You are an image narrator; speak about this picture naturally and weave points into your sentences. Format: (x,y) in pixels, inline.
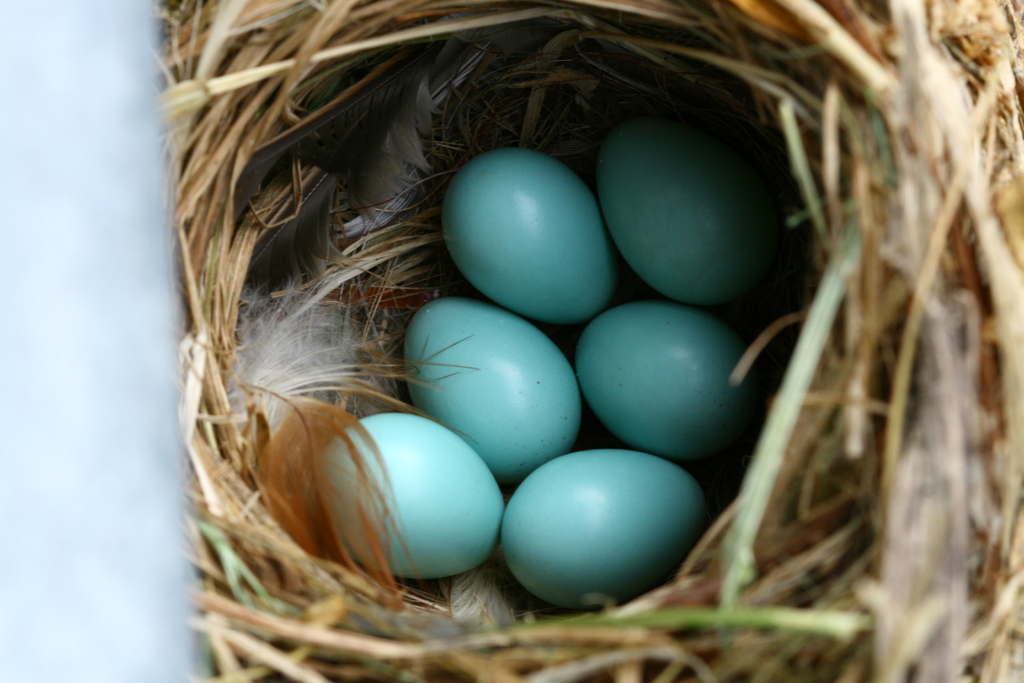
This picture is mainly highlighted with a nest (564,674). In the nest (698,680) there are six eggs (488,383) which are in blue colour.
